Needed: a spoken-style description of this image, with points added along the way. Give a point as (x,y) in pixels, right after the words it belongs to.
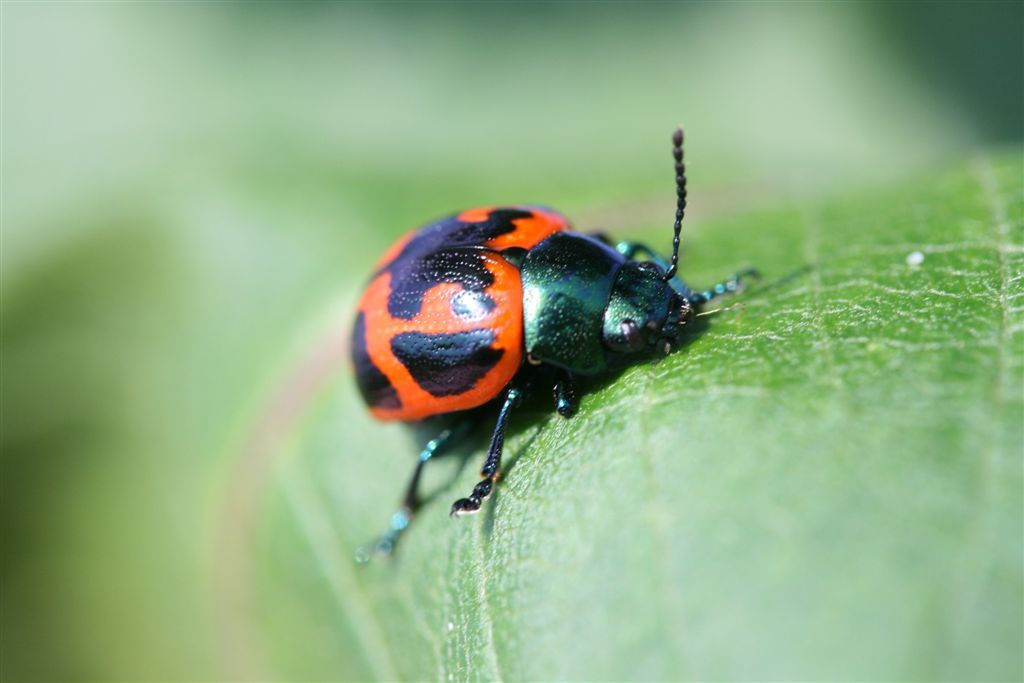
In this picture we can see a leaf beetle (556,300) on the leaf (747,376).
